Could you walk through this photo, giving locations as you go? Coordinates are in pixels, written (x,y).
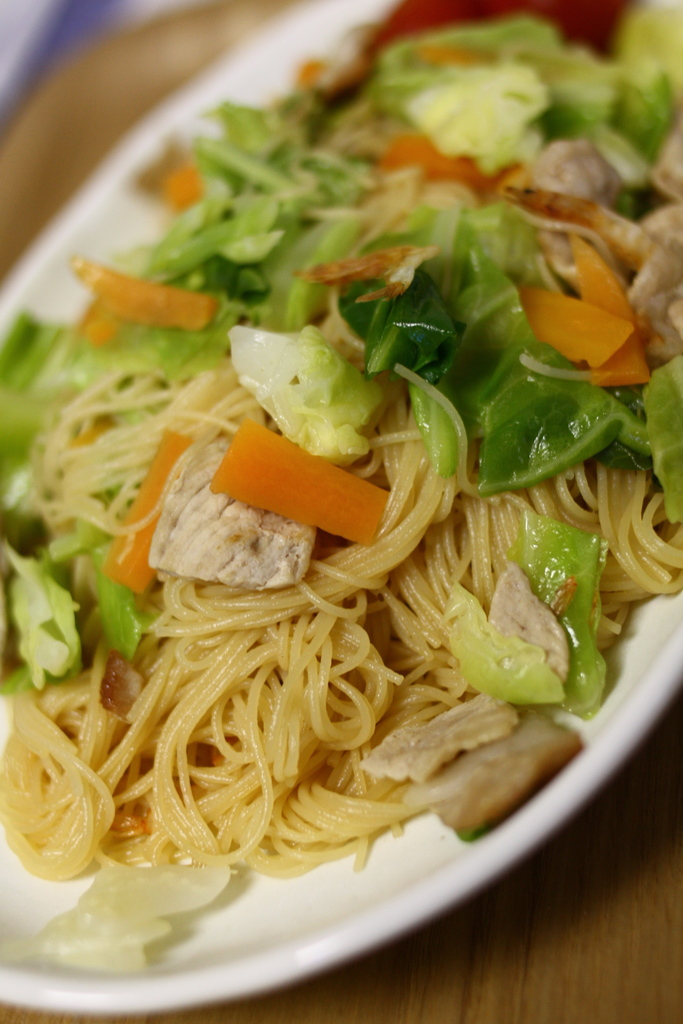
It is a close picture of food item (453,560) present in a white plate (375,888) which is placed on the wooden surface (521,978).
